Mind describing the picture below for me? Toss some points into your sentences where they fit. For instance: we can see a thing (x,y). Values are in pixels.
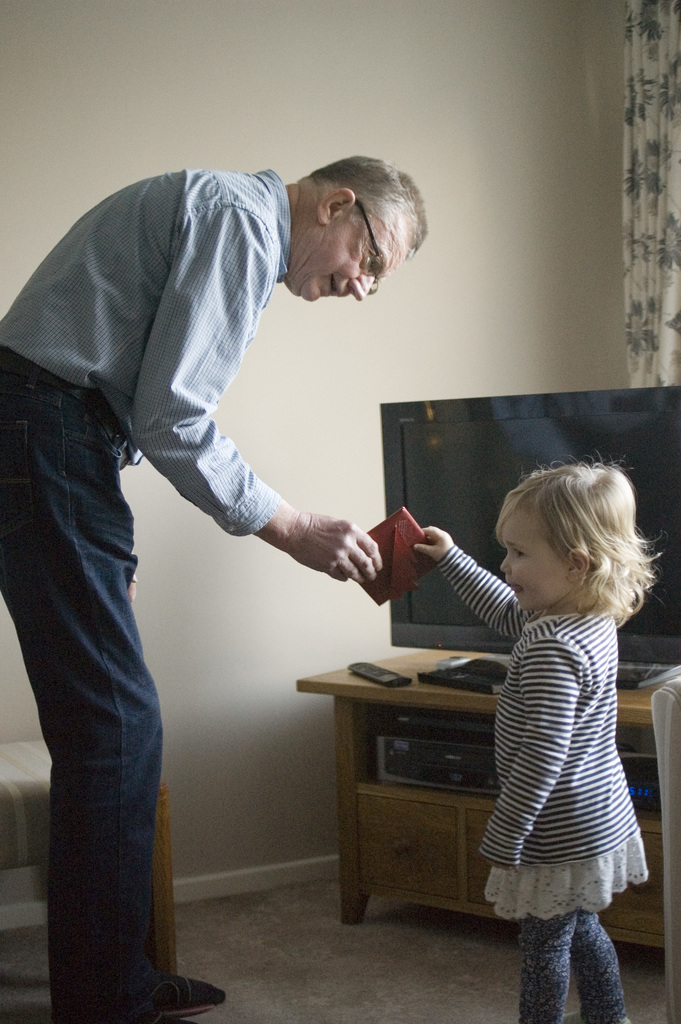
There is an old man (121,381) in the picture bending and giving purse (386,549) to little girl (582,594) with blond hair (613,562). The backside there is table (420,869) to right side (467,649) and a tv (525,454) on it with a remote (363,667). To the top right (634,194) there is flower curtain (639,252).
